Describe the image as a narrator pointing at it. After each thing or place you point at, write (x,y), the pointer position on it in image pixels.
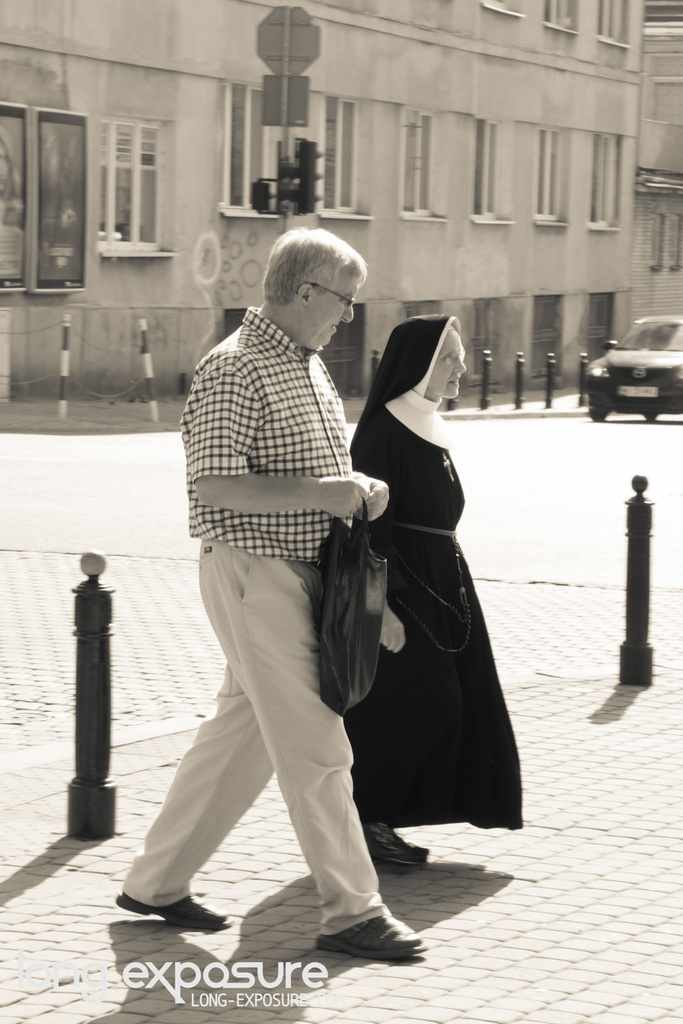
This is a black and white image. There is a building (103,361) at the top (434,298). There is a car (621,392) on the right side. There are two persons (401,634) in the middle (371,433). They are walking. One is a woman (434,360), another one is man (261,357). The man (304,634) is holding a cover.
